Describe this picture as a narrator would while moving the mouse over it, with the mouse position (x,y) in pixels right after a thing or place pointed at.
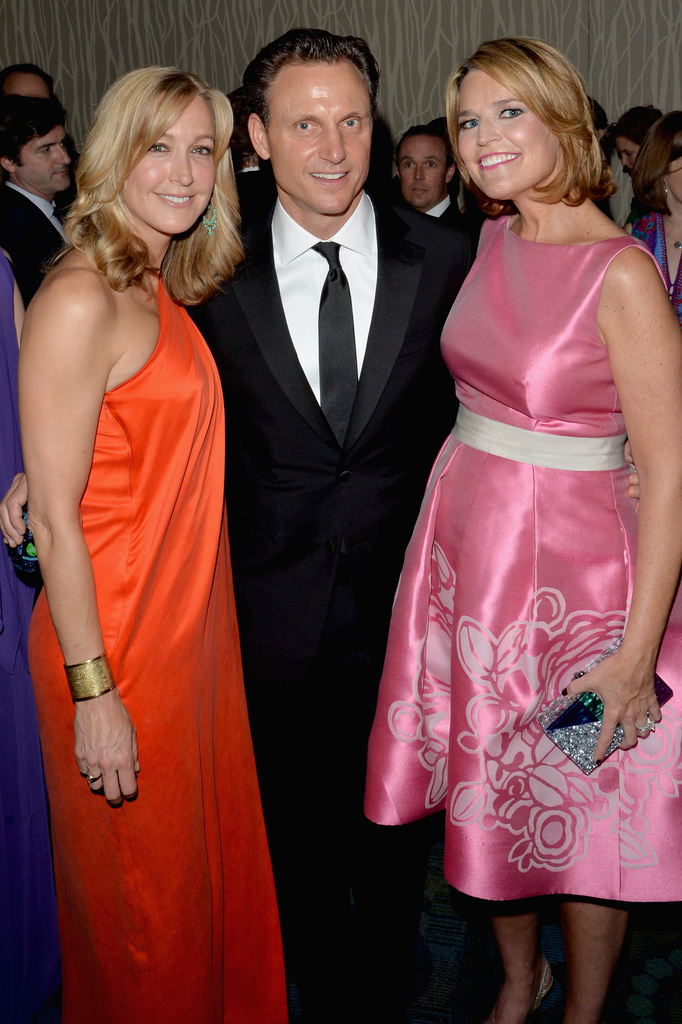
In this image I can see two woman (84,294) and one man (307,251) standing on the floor (431,925) and background (425,169) I can see the group of people (425,160).
